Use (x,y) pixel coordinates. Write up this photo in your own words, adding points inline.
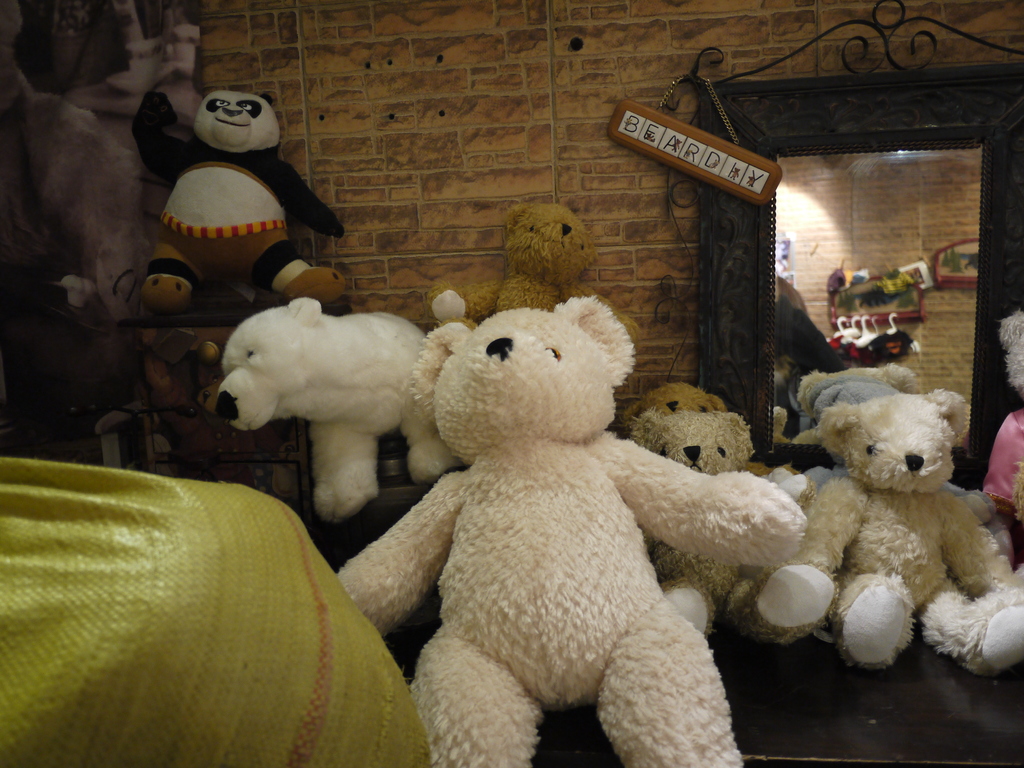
In this image, we can see so many soft toys (499,441). Left side (173,688) bottom, we can see a yellow bag (209,630). Background (499,137) there is a wall (486,137). Here we can see some board (666,143) with chain (716,106). Right side of the image (898,215), we can see a mirror (856,222). Through the mirror (939,282), we can see some showpieces (886,302), brick wall (941,225).
